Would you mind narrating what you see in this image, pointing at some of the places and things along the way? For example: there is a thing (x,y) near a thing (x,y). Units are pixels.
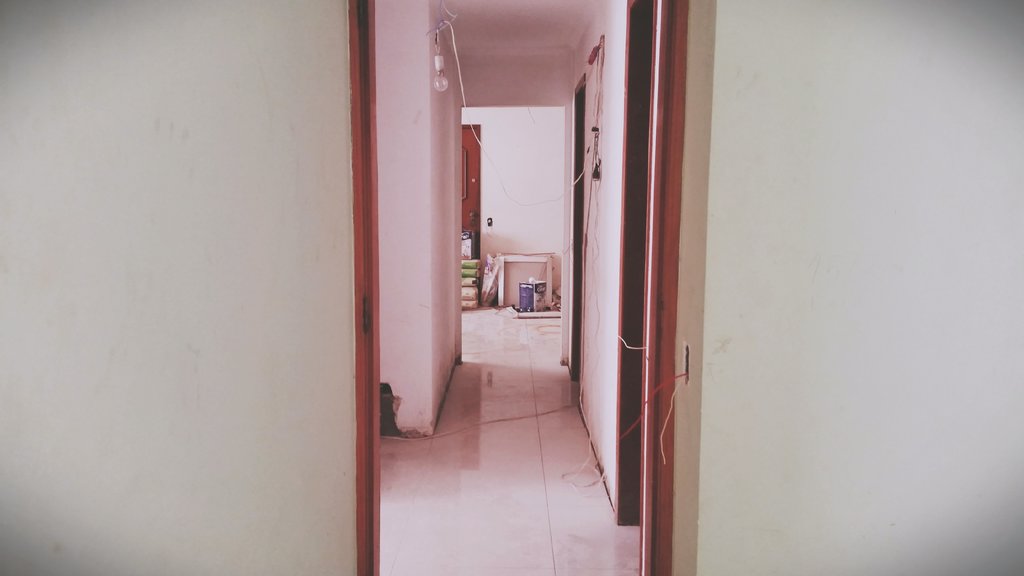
In this picture we can see a narrow hallway (565,480) with a white floor (535,449), a light bulb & a wire (479,143). In the background (557,297), we can see a table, boxes (525,305) and other things (513,310) kept on the floor (510,554) near the door (472,231).
